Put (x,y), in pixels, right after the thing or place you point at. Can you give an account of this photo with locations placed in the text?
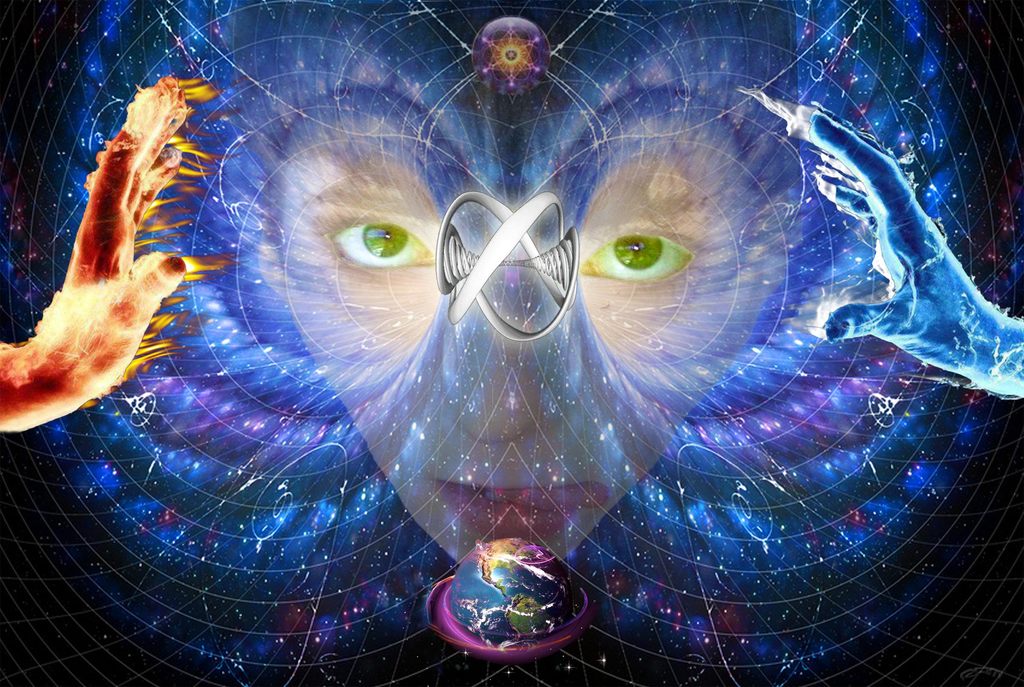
This is a picture of an animation, where we can see persons face (471,396), person's hands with fire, some illusion of water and the planet earth (520,563).
